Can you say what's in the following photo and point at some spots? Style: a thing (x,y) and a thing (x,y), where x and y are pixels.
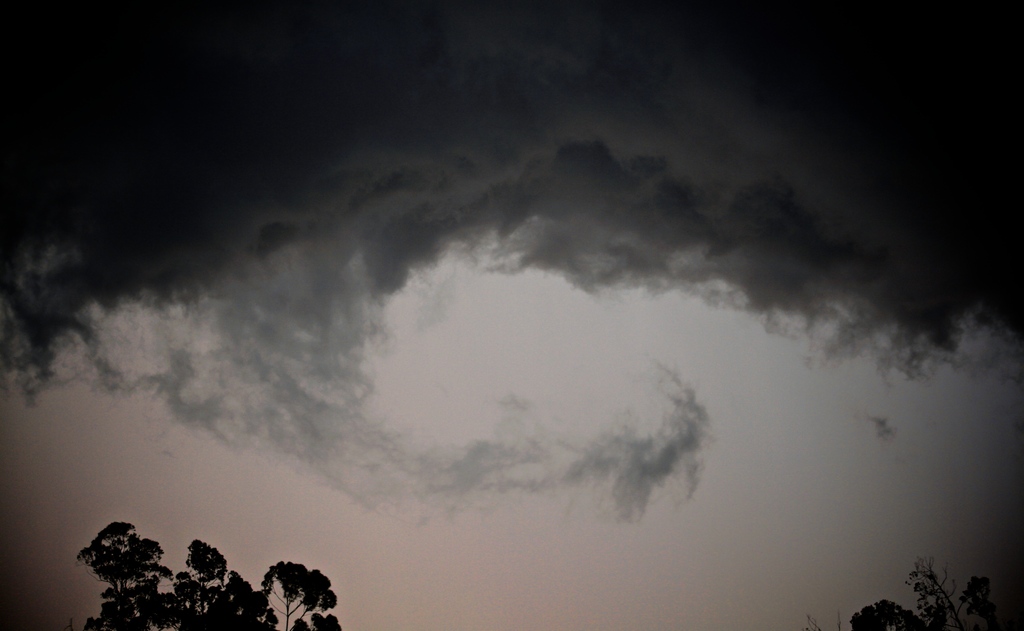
In this picture we can see trees (981,585) and in the background (192,538) we can see the sky (613,409) with clouds (462,487).
